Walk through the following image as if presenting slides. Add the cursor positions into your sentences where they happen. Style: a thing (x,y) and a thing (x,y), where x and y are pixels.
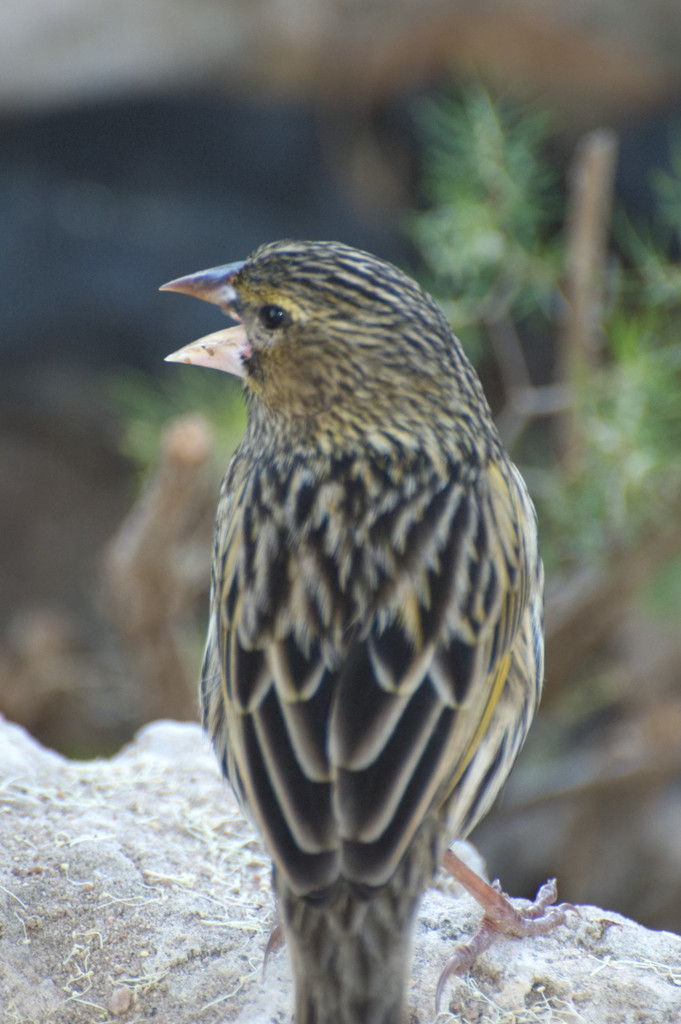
In this image we can see a bird (488,702) and plant (516,264) in the background (554,531).
